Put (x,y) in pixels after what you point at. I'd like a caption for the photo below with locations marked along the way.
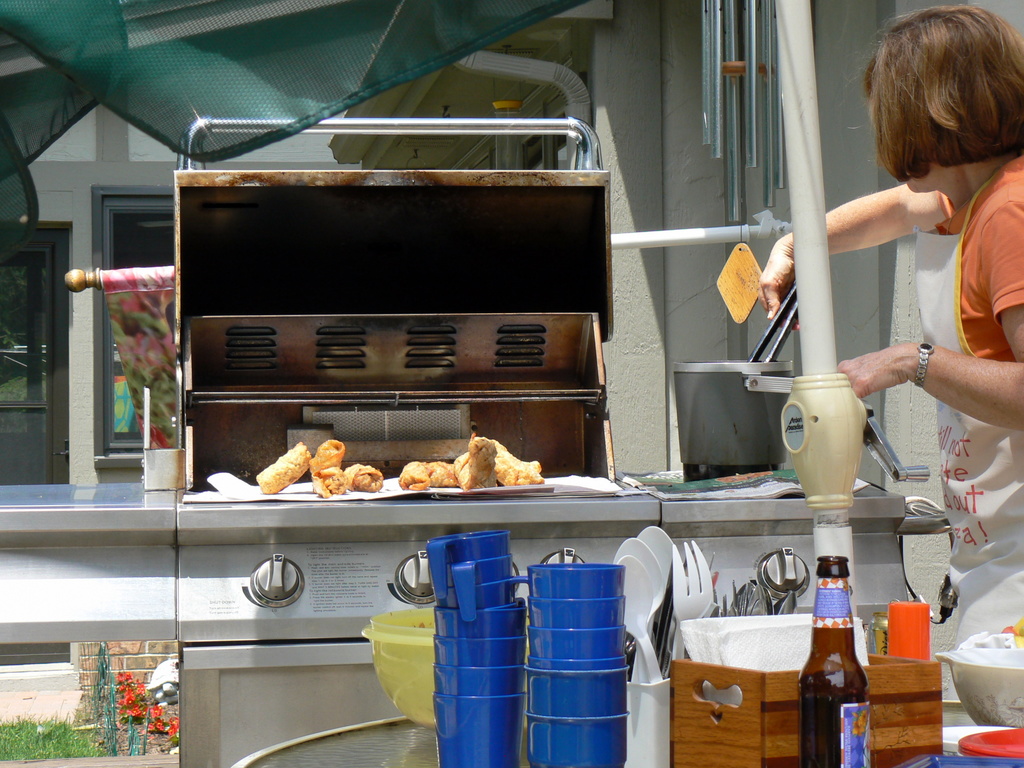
Here is a woman (993,266) standing. This looks like a stove (444,511) and an object (701,462) placed on the cabinet (121,534). These are the cups (520,670), spoons (655,662), forks (699,589), bowl (419,660), bottle (823,726) and a wooden box (747,685) with tissue papers (782,641) are placed on the table (388,763). I can see food items (333,472) on the plate (251,498). This looks like a net cloth (177,58). In the background (104,216), I can see a wall (621,117) and the glass door (24,459). These are the small plants (131,716) with flowers (124,679).
